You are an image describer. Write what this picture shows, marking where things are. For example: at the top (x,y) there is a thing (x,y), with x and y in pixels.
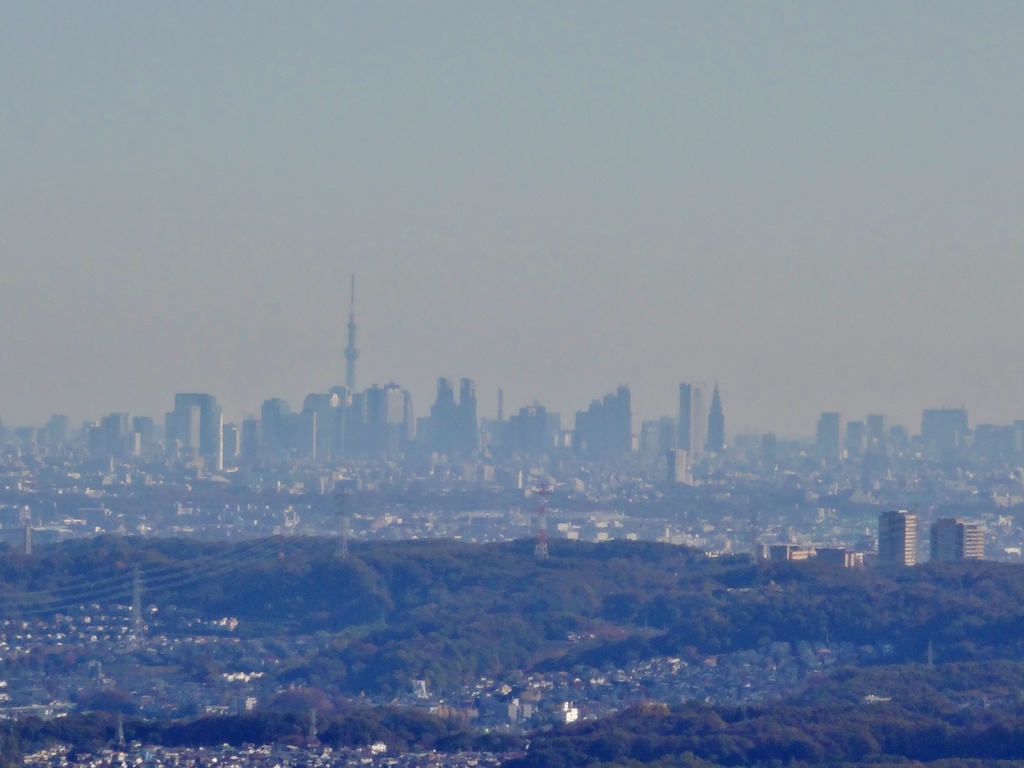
This is an outside view. At the bottom of the image (493,610) I can see many trees (399,569) and buildings (384,446). At the top (506,110) I can see the sky (384,137).
